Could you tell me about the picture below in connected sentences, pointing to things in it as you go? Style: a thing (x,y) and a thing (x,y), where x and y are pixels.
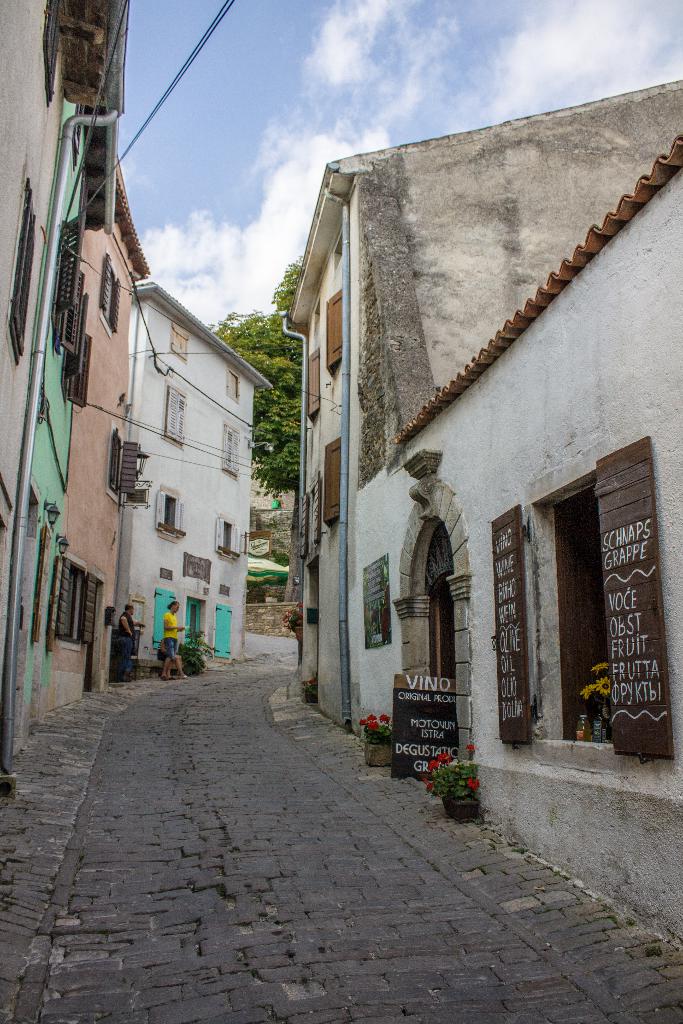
In this picture we can see the road (166,714), buildings (191,501) with windows (73,358), pipes (301,461), boards (446,711), house plants (431,760), tree (256,362) and two persons (167,624) walking and in the background (392,50) we can see the sky (419,45) with clouds (358,46).
